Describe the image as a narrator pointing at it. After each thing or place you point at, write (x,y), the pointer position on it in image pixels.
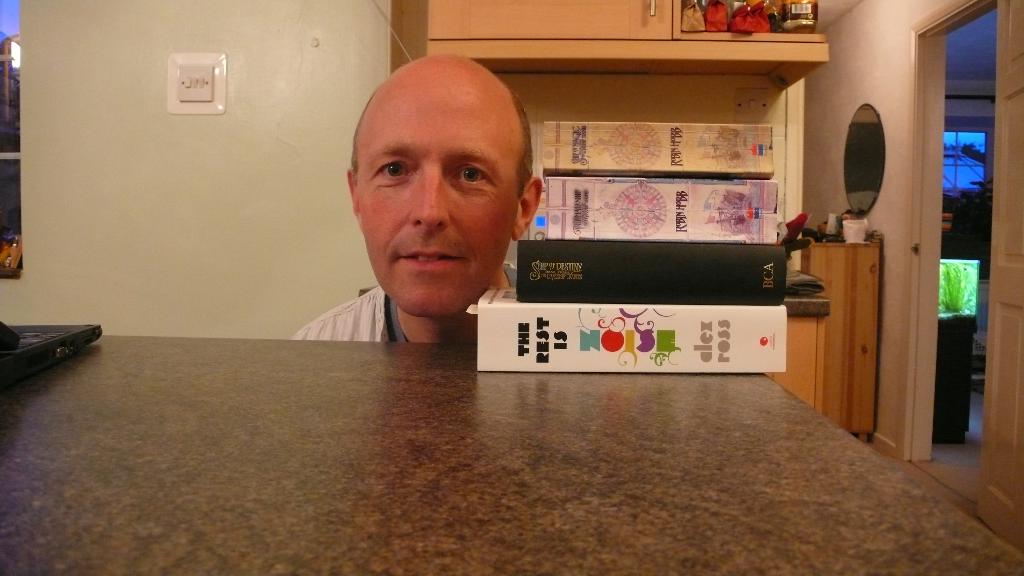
In this image we can see a person (470,295). There are books (655,356) on the platform (566,434). In the background of the image (338,159) there is a wall (166,97). There is a switch board (209,93). There is a cupboard (841,380). To the right side of the image (1019,464) there is a door (1012,477).
